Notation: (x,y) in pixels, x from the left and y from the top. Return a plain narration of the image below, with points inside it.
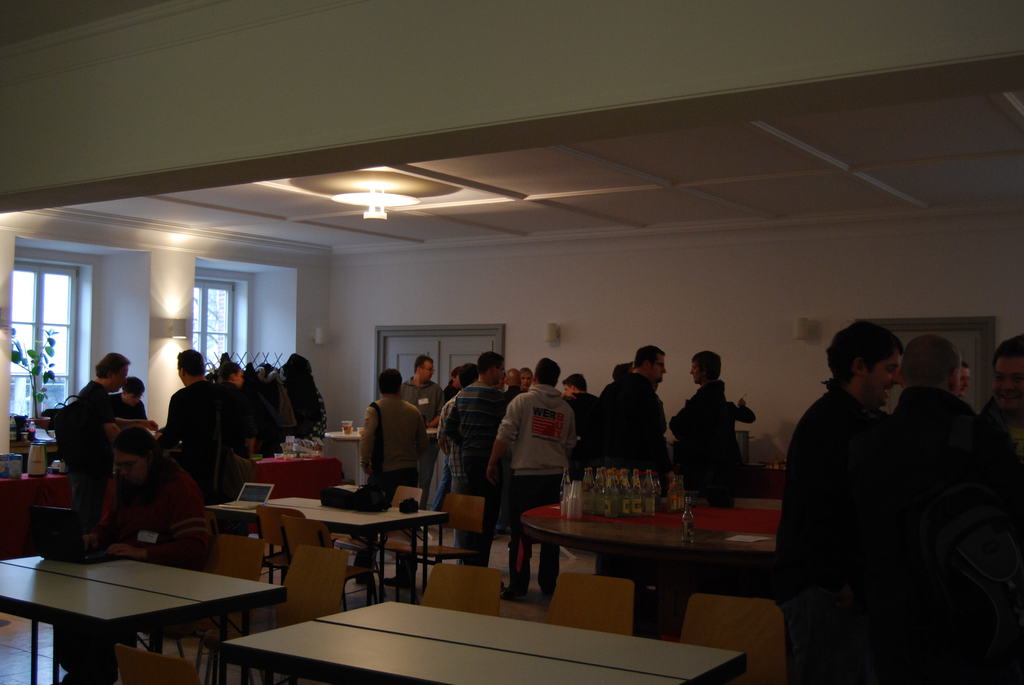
People (113,369) gathered around in a hall (300,516). There are tables (316,517) and chairs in the hall (334,188). There are few lights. There are some windows (204,330) and a door (440,328) in the background (457,334).
